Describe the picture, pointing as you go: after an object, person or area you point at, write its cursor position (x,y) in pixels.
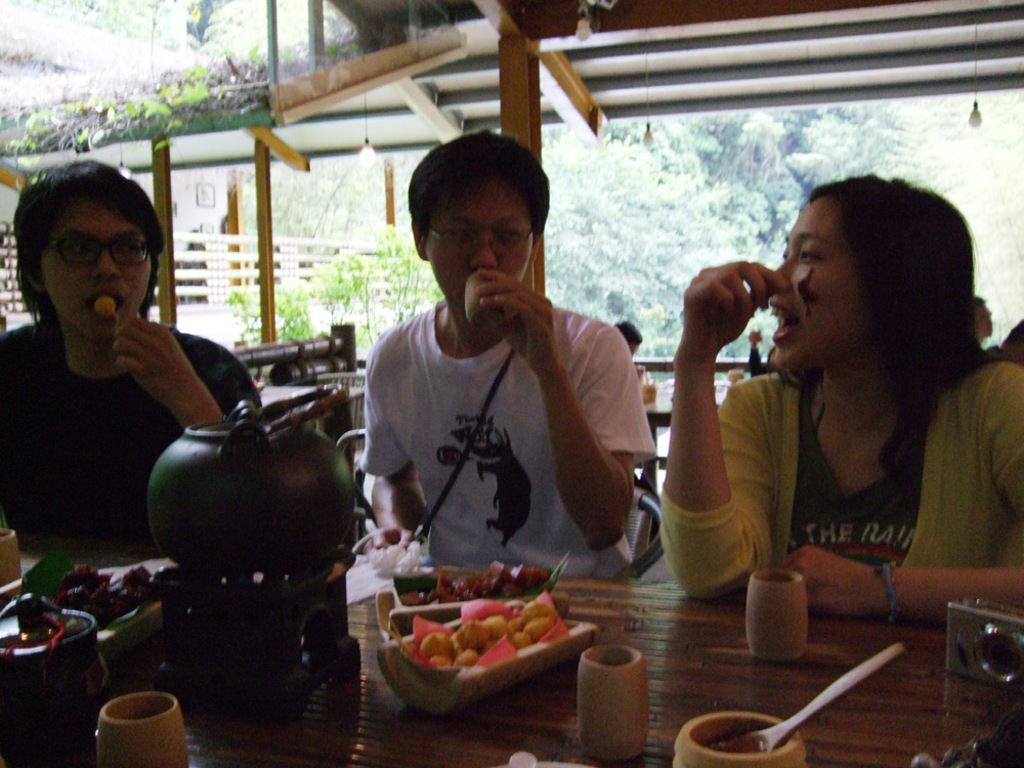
There are three people (583,417) sitting in front of the table (743,595) and eating. On the table (691,632) there are some food items (474,642), glasses (609,723), spoon (785,724), camera (963,656). At the back of them there are trees (669,235). There is a roof top (572,53).
